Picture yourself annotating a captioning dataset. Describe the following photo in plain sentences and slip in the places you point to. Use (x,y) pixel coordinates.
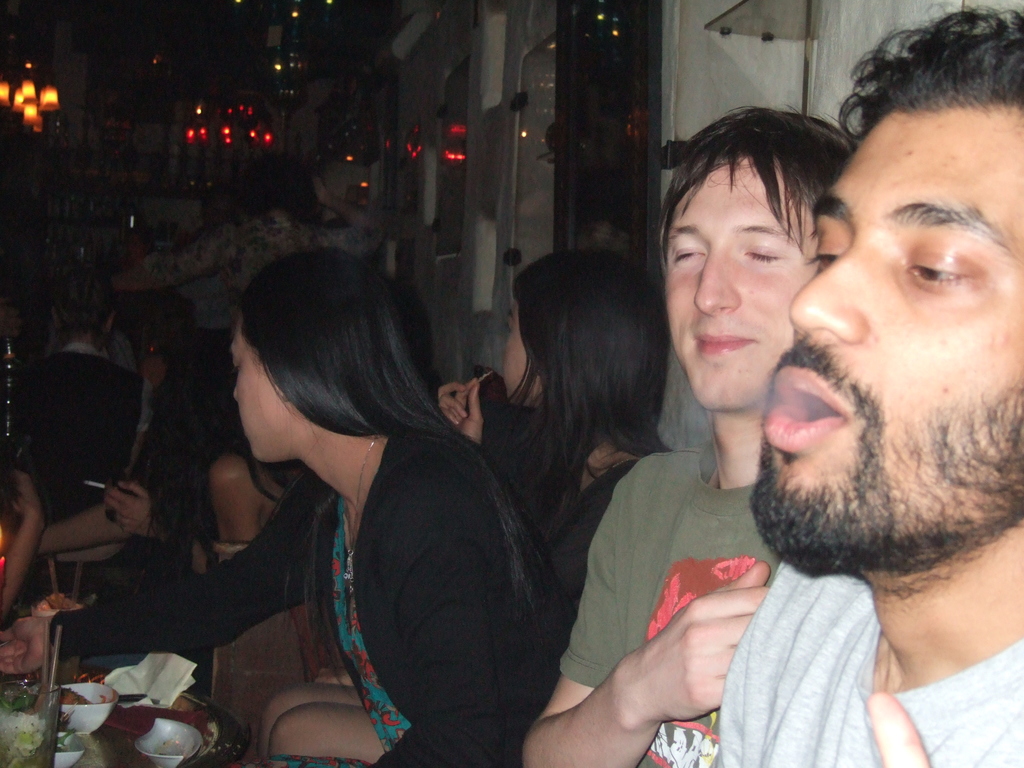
In this image I can see group of people (468,758) sitting. In front (818,726) the person (827,693) is wearing white color shirt (803,640) and I can also see few food items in the bowls (153,753). In the background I can see few lights (35,125).
